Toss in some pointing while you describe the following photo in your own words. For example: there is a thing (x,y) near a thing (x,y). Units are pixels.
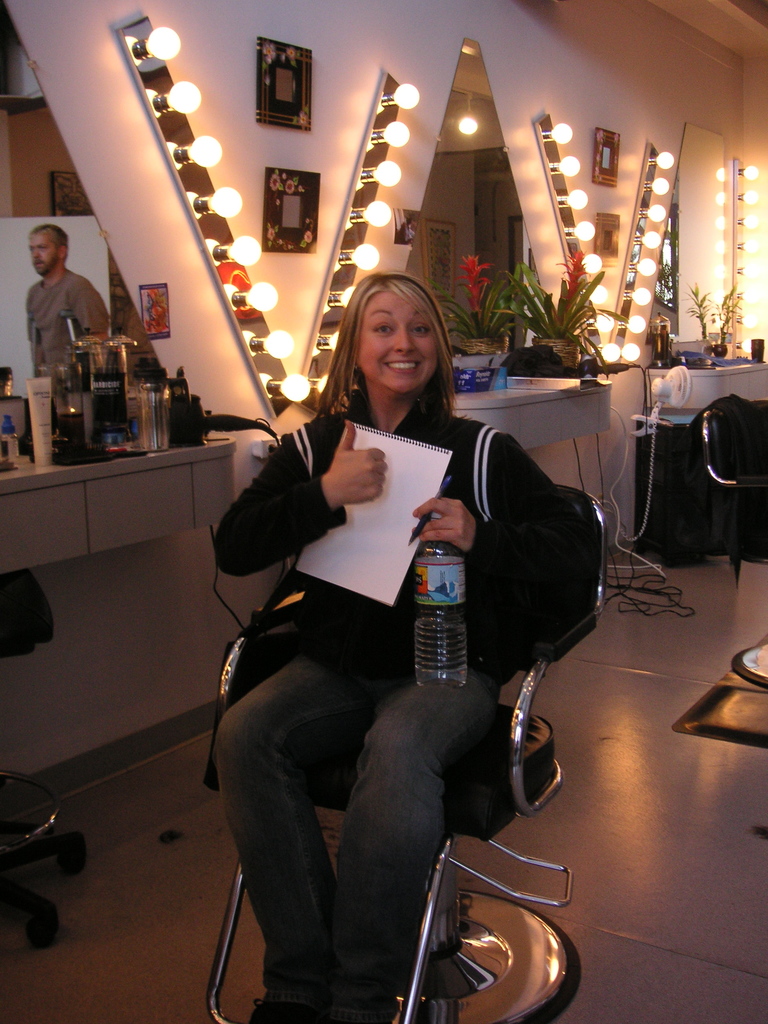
In the middle of the image (409,345) a woman (395,303) is sitting on a chair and holding a bottle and paper (413,475) and pen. Behind her there is wall (183,575), on the wall (370,80) there are some mirrors (8,169) and plants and bottles (9,376) and frames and lights (745,197).
